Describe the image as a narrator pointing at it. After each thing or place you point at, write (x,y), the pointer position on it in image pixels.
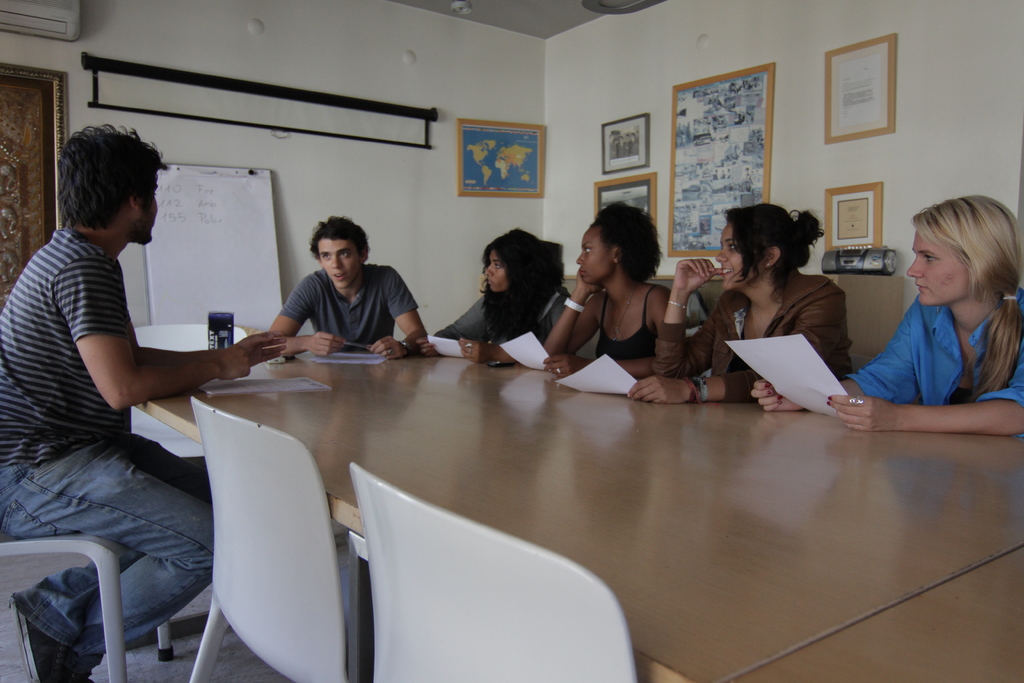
As we can see in the image there is a wall (446,160), photo frames (504,141), board (223,191) and few people (94,256) sitting on chairs (401,650) and there is a table (457,471) over here. On table (533,466) there are papers (325,358).
